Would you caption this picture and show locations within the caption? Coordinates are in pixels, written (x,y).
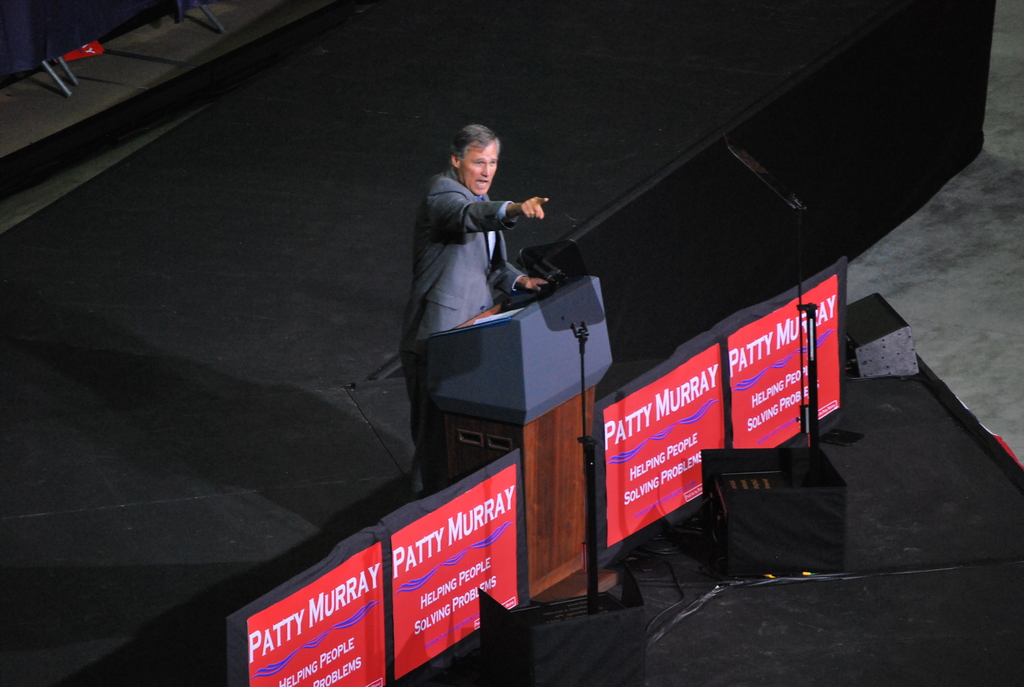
In this image we can see a person (495,248) standing. And we can see the podium (542,307). And we can see the stage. And we can see the microphone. And we can see some posters (716,393) with some text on it.
